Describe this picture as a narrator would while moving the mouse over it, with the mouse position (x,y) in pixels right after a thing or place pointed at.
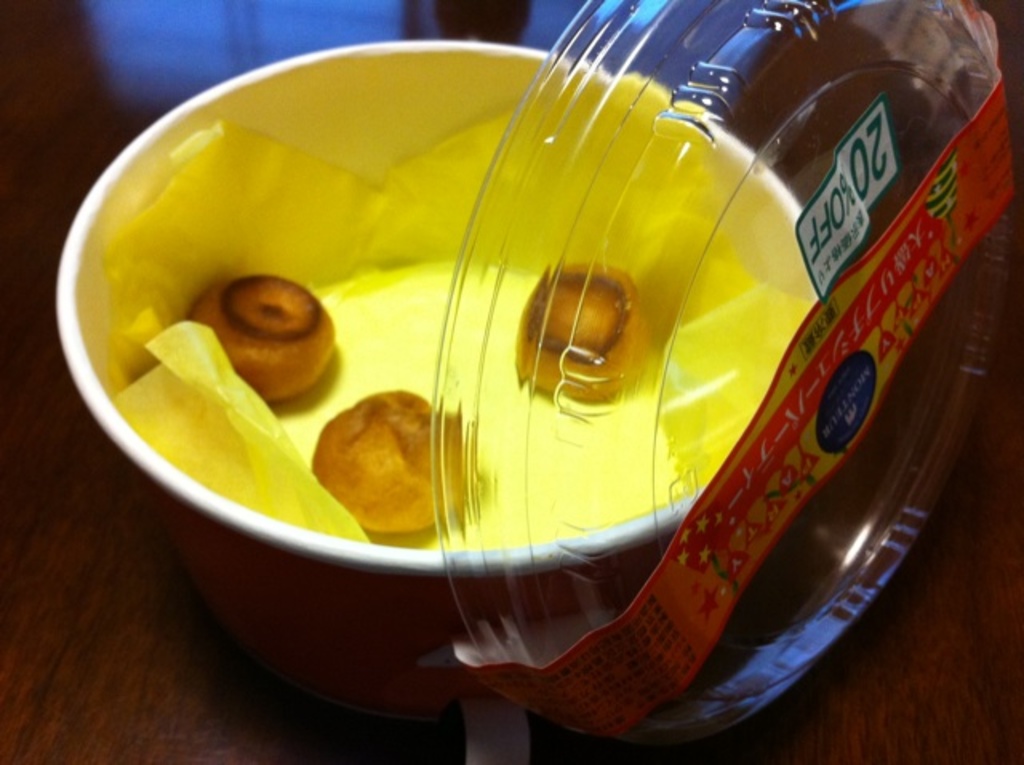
In this picture there are few eatables (305,353) placed in a paper box (413,361) which is placed on a brown surface (167,667).
